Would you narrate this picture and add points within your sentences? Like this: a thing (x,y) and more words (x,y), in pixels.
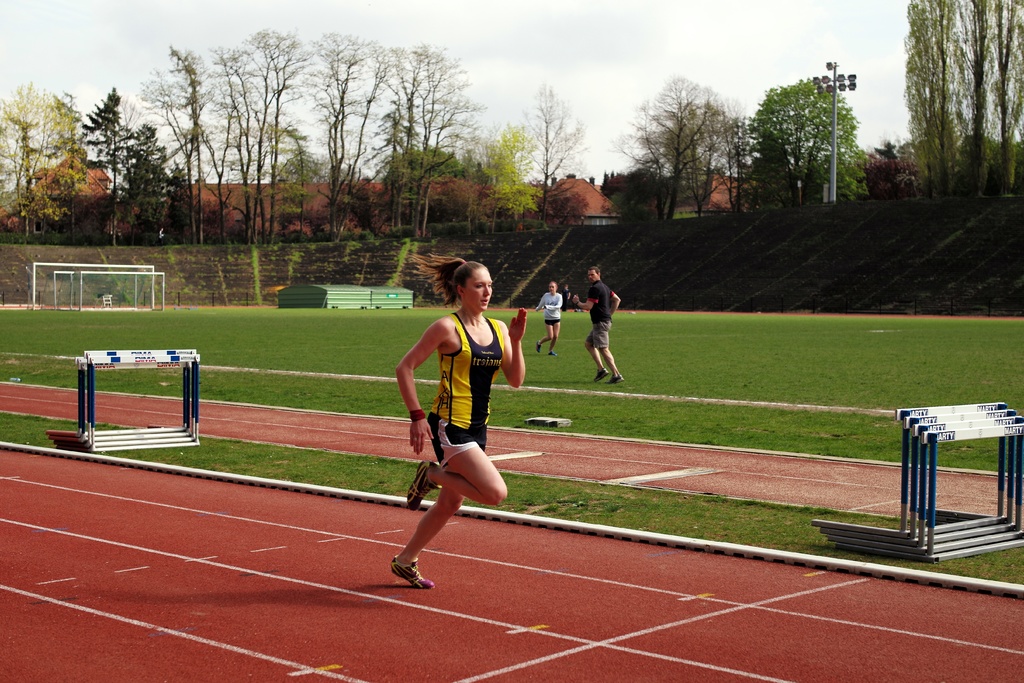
Here we can see a woman (488,421) running on the ground (228,635). This is grass (370,487) and there are few people (606,326). Here we can see a mesh (138,283), pole (826,92), and hurdles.
